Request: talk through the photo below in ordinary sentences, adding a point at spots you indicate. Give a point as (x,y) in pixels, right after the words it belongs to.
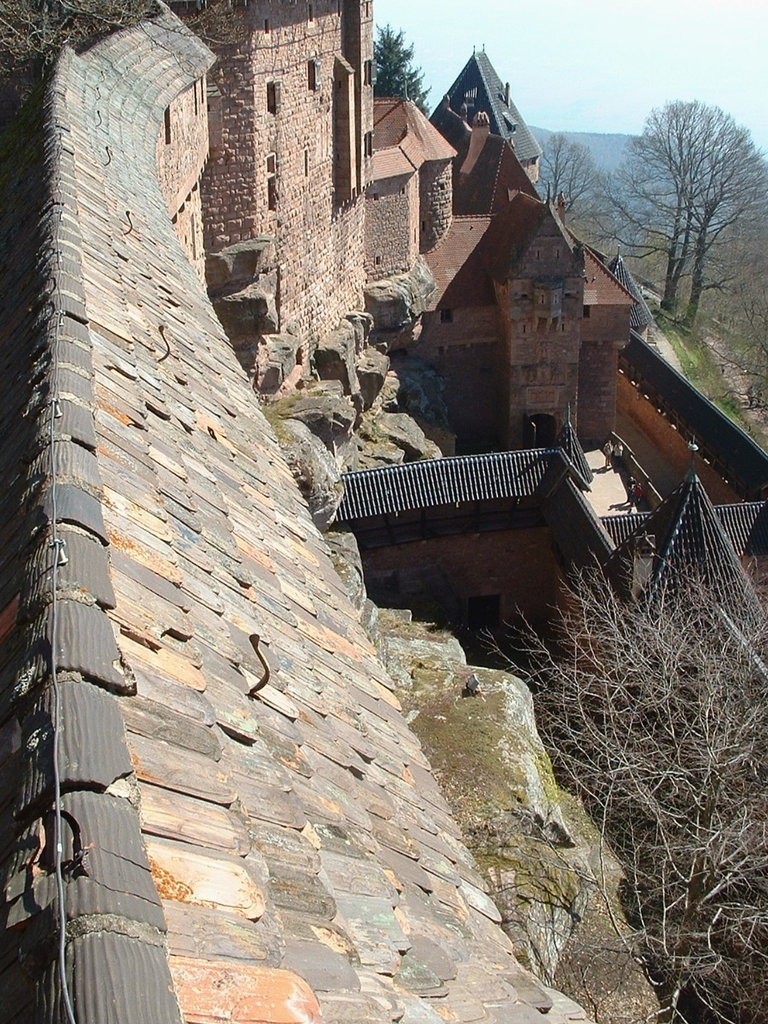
In this image we can see roof (104,465), trees (669,684), castle (566,472), hills (617,167) and sky (568,39).
